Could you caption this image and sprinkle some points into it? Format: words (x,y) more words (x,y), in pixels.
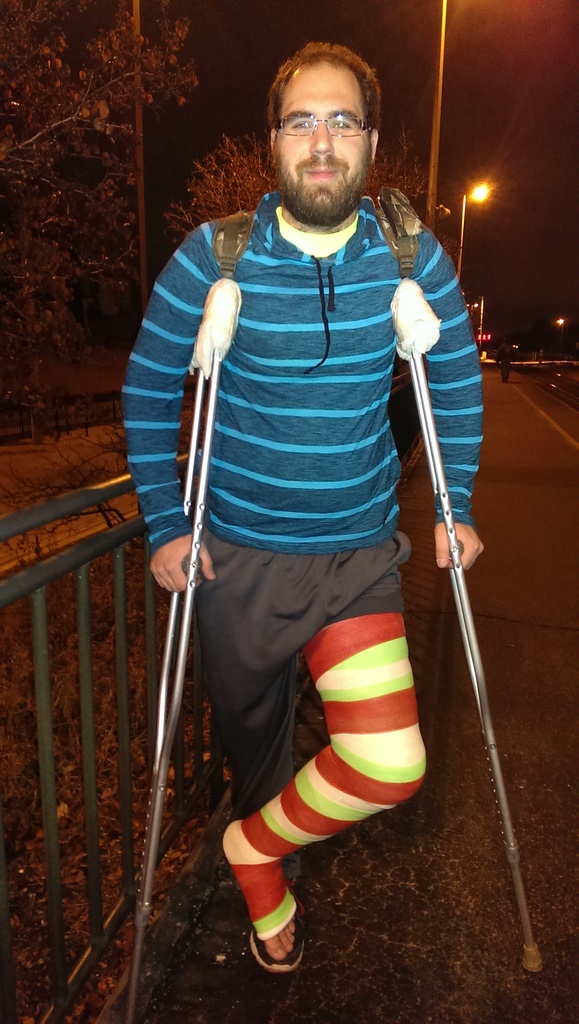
In this image I can see a person (284,326) standing holding two sticks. The person (375,666) is wearing blue shirt (351,440), brown color pant (370,579), background (555,226) I can see few lights poles (437,156), trees (64,176) and sky (318,36).
